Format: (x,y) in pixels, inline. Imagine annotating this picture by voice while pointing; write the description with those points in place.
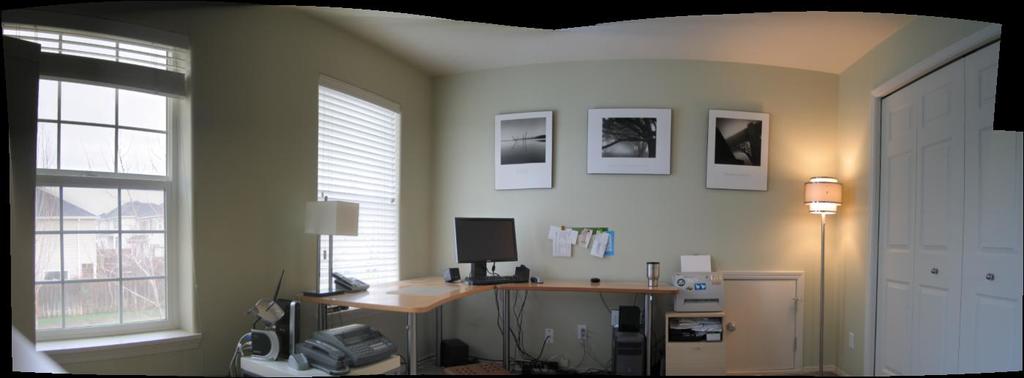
In this image, we can see few photo frames (536,171) on the wall (556,200). Here there is a desk (410,306), few items (341,279) are placed on it. Right side of the image (760,294), we can see the door (942,230) with handle (935,272). Left side of the image (133,198), we can see glass windows (150,187), with shades (123,69). Through the glass (127,271), we can see the outside view. Here we can see few houses (98,235), trees (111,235). Top of the image (808,43), there is a roof (559,46). At the bottom (376,358), we can see so many things (393,355) and objects (343,373).
